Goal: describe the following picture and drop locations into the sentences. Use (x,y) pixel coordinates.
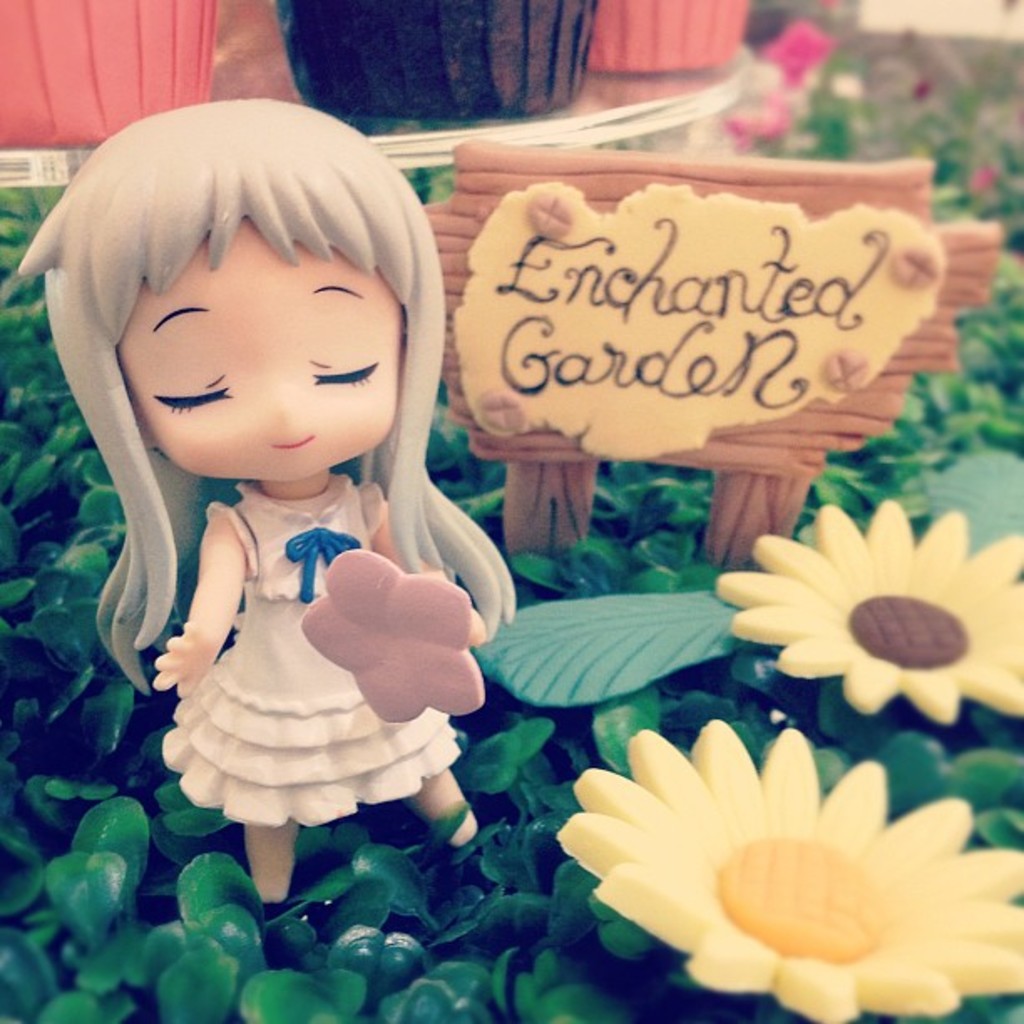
In this image a girl toy (282,600) is kept in between the plants (992,475) having flowers (856,798). There is a board (803,167). Behind there are few plants (850,114) having flowers (854,80). Left top there is a table (584,111) having pots (647,71) on it.
